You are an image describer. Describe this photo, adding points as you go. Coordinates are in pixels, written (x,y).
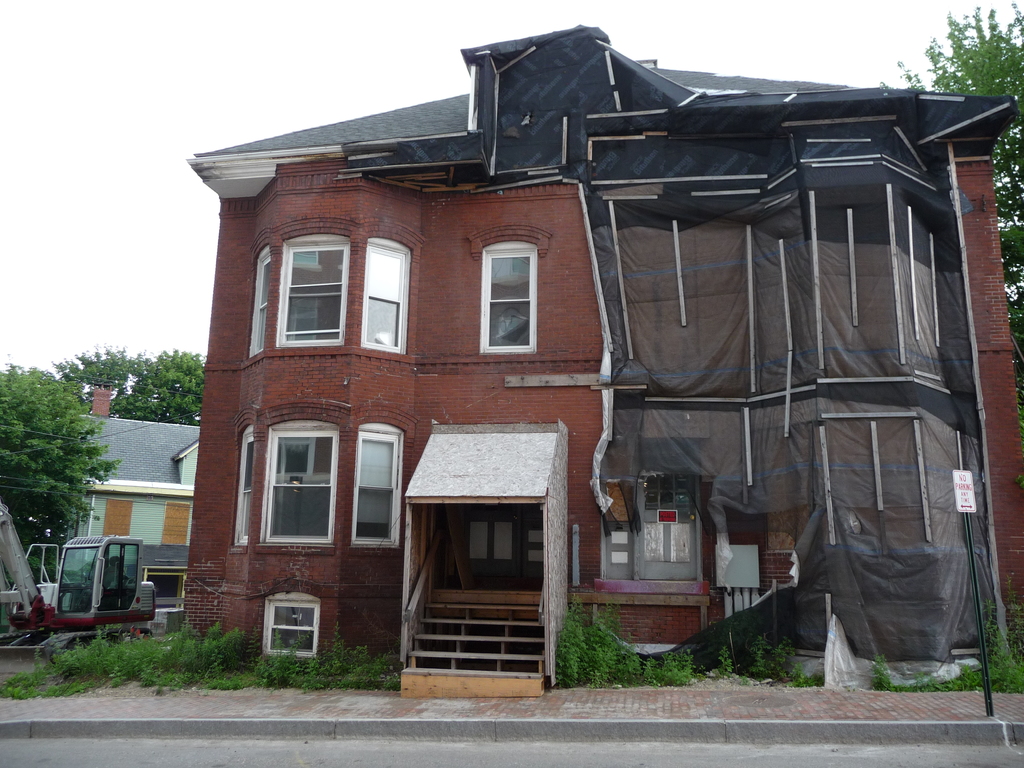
In this image, we can see buildings (473,425) and there is a tent (854,552) which is torn and there are stairs (511,631), trees (98,466), a board (964,509) and we can see a vehicle (85,623) and some plants (342,663). At the bottom (456,751), there is a road (341,755) and at the top (215,59), there is sky (157,34).
